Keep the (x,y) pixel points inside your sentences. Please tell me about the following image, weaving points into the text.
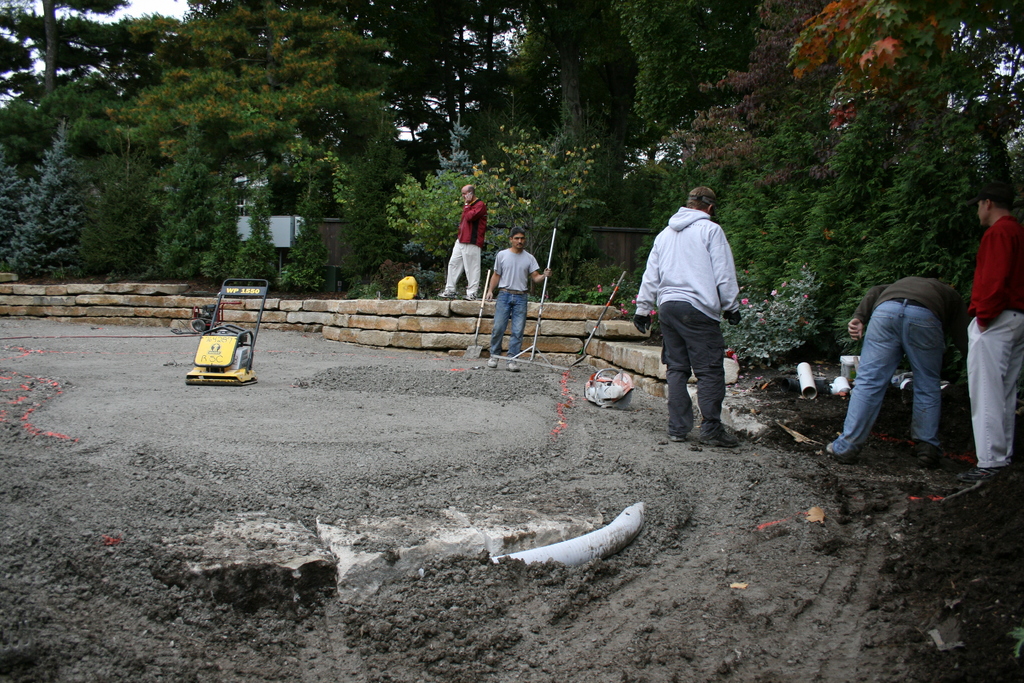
In this picture we can see some people (994,299) are standing, at the bottom (511,605) there is concrete mix (462,595), we can see a leveling machine (223,366) on the left side (236,354), there are two shovels (479,311) in the middle (566,294), in the background (537,223) there are some trees (790,237), on the right side (812,392) we can see a pipe (807,384), there is the sky (120,15) at the left top of the picture (164,16).
